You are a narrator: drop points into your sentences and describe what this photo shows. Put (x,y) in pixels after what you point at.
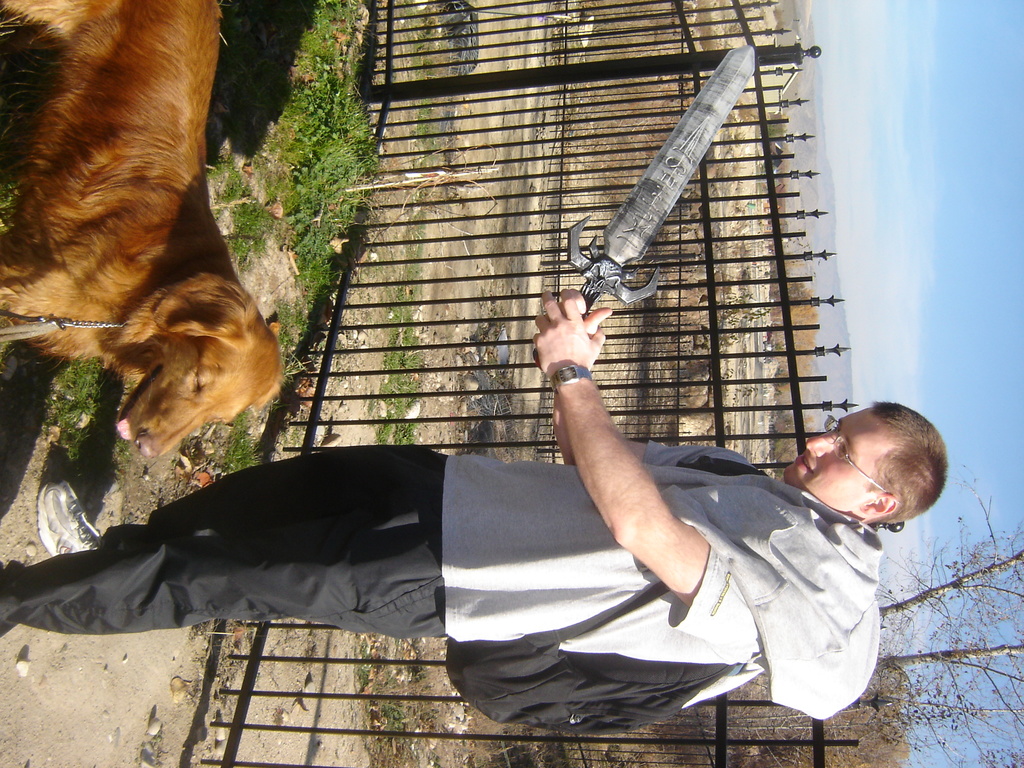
This image is in right direction. In this image I can see a man (465,555) wearing t-shirt (593,562), trouser (411,619), shoes (62,544), bag (537,670) and standing. He is holding a sword (667,157) in the hands (585,343) and looking at the dog (169,277) which is in front of him. At the back of this man (688,518) I can see the railing (510,297). On the right side (971,240), I can see the sky (908,230).
